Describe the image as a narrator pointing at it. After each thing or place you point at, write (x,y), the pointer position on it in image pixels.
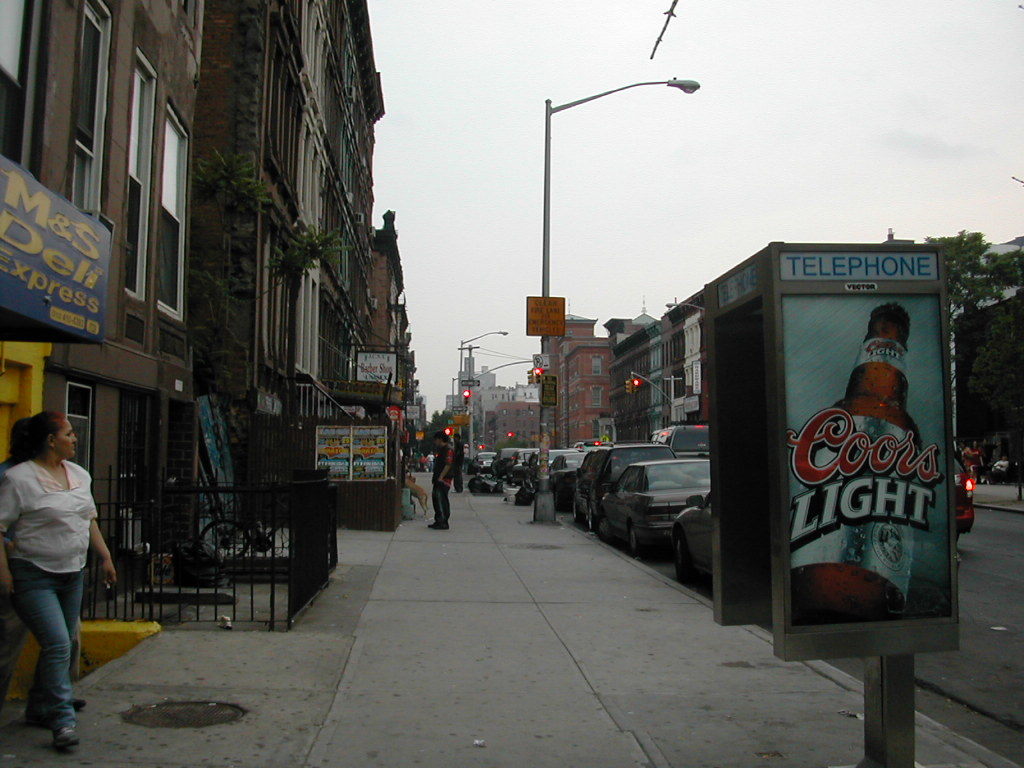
In this picture we can see some (451,481) standing and a woman (51,572) is walking on the path (420,523) and on the path (405,528) there is a dog (419,489). On the left side of the people (461,452) there is an iron grills (219,526), name board (74,237) and buildings (373,246). On the right side of the people (436,469) there are poles (587,100) with lights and a telephone (775,468) to the pole (873,745) and some vehicles (482,454) parked on the road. On the right side of the vehicles (688,440) there are trees (969,360) and behind the buildings (656,393) there is the sky (739,132).
